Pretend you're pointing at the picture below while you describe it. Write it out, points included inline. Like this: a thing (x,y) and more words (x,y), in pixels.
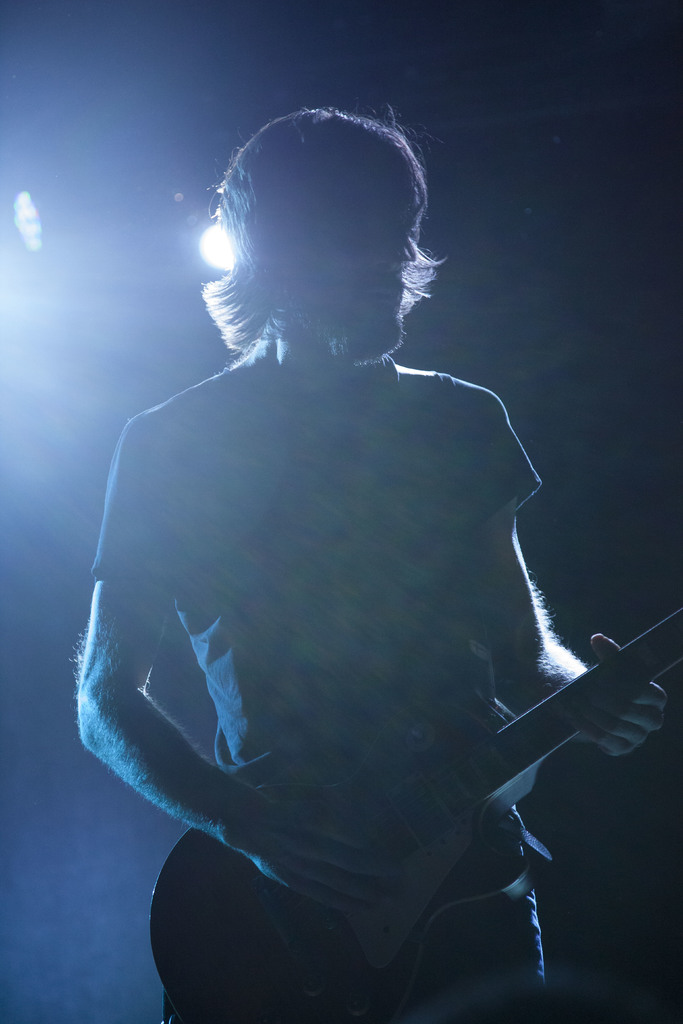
In this image i can see a person (353,442) standing and holding a guitar (671,635) in his hand (261,812). In the background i can see a light (209,244).
